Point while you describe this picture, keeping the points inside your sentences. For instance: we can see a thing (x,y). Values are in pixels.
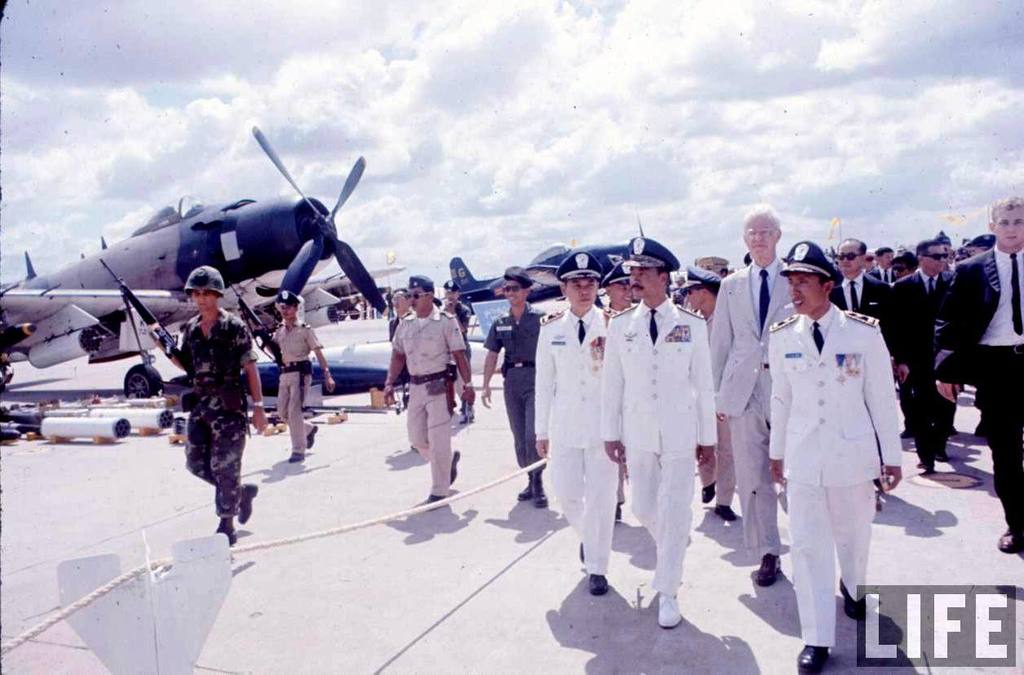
In this picture there are few persons (641,302) standing and there are few planes (322,250) in the left corner (211,229) and there is something written in the right bottom corner (952,622) and the sky (467,108) is cloudy.
